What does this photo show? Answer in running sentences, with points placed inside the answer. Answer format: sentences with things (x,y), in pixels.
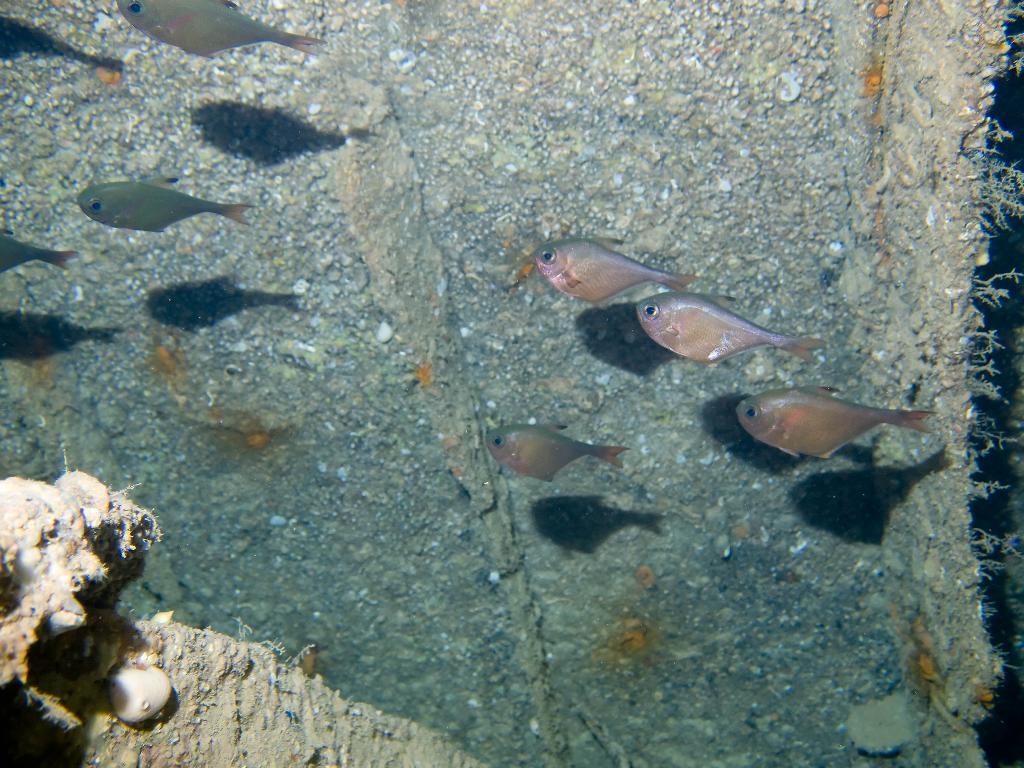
In this picture we can see fishes (828,398) in the water (574,572).
